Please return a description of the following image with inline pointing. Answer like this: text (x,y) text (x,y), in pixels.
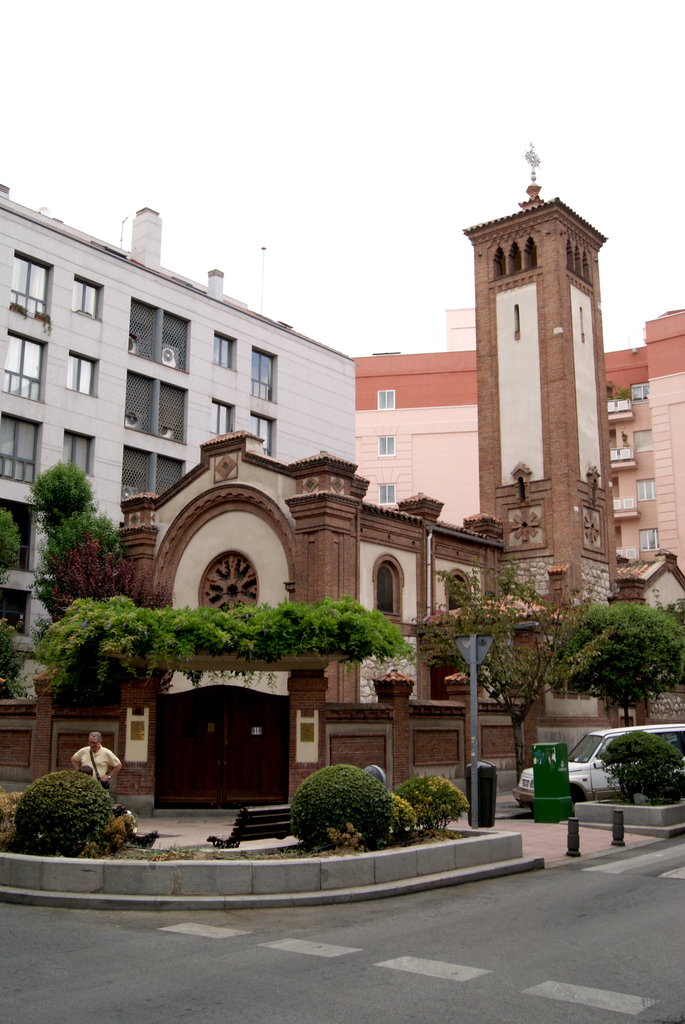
Here in this picture we can see buildings (216,435) present all over there and on the right side (497,398) we can see building tower (526,323) present and in the front (64,795) we can see plants (91,795) and trees (49,584) present all over there and in the middle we can see a gate (208,695) also present over there and on the right side (601,778) we can see a van (592,778) present over there.
